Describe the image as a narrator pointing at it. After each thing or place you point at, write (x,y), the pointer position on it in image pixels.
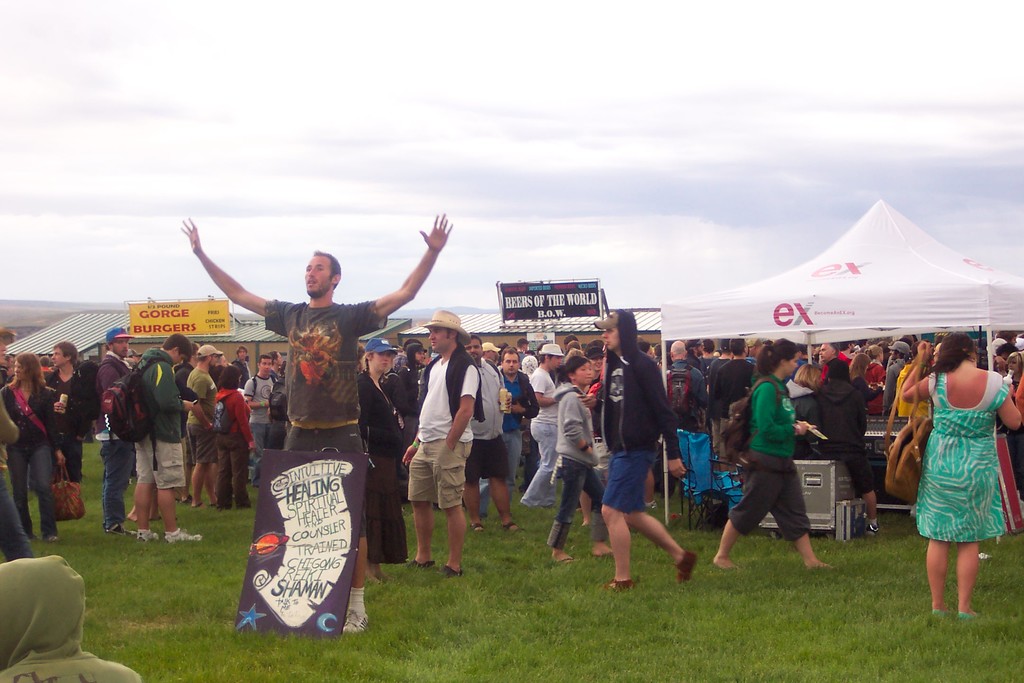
In this picture we can see some text (321,586), half moon (319,624), star (249,614) and a planet (269,537) on a blackboard (312,532). This board (344,560) is on the grass (484,596). We can see a few people (155,497) from left to right. There is a tent (731,329), houses (589,335) and a few objects (581,310) visible in the background (821,513). Sky (803,107) is cloudy.
